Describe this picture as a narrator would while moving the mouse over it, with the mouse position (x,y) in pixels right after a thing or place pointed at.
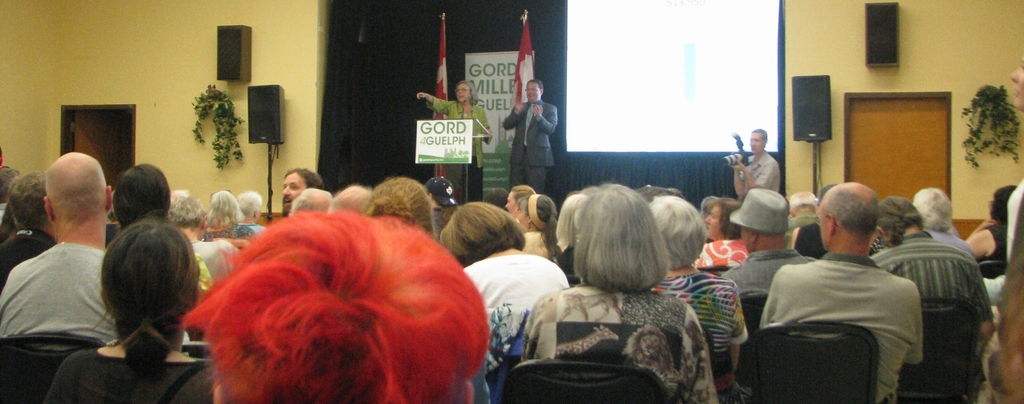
As we can see in the image there is a yellow color wall (170,124), door (125,143), sound box (224,49), group of people (380,260) here and there, chairs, flags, banner (484,87), screen (626,141) and the person (748,173) over here is holding a camera (746,164).
